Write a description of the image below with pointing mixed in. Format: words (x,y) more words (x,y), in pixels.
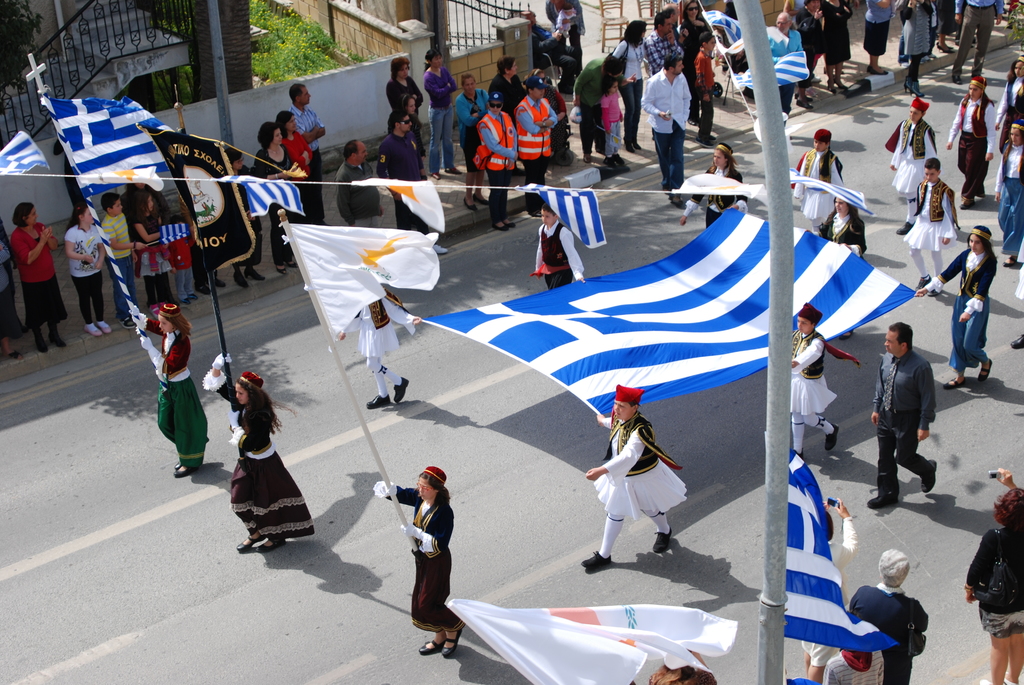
In this image people (631,409) are walking by holding the flag (543,341). At the back side (133,29) there are stairs (160,63). We can see gate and chairs (607,18).
